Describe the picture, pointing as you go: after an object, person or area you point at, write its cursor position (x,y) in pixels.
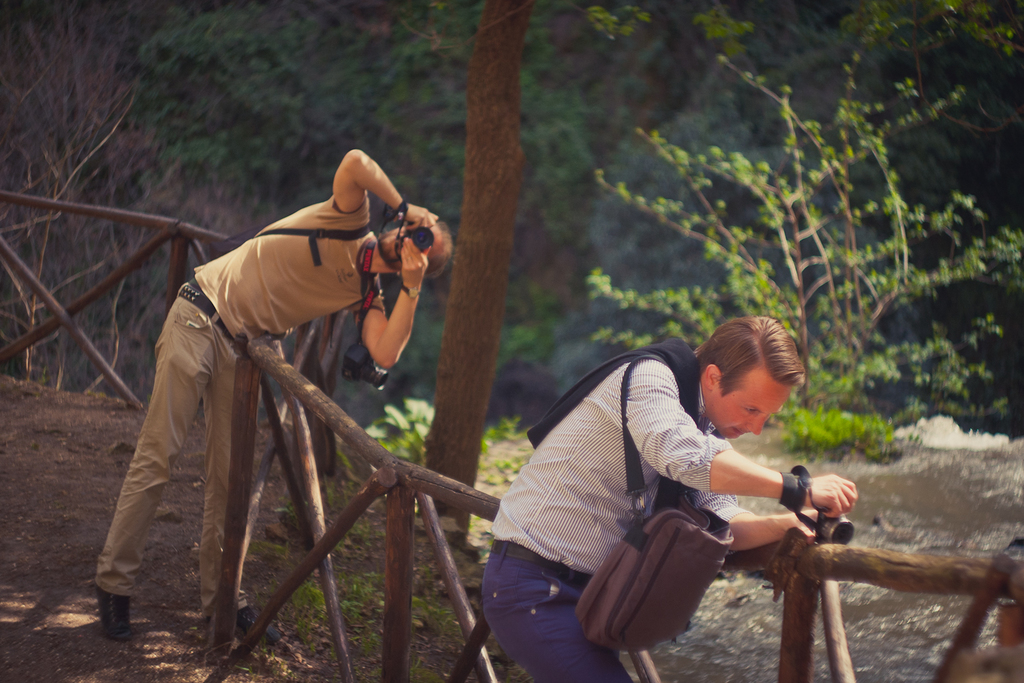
In this image I can see two persons (539,551) are standing and holding cameras (422,233) in their hands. I can see the wooden fencing (304,389), the water (943,496) and few trees (751,127) in the background (469,104).
